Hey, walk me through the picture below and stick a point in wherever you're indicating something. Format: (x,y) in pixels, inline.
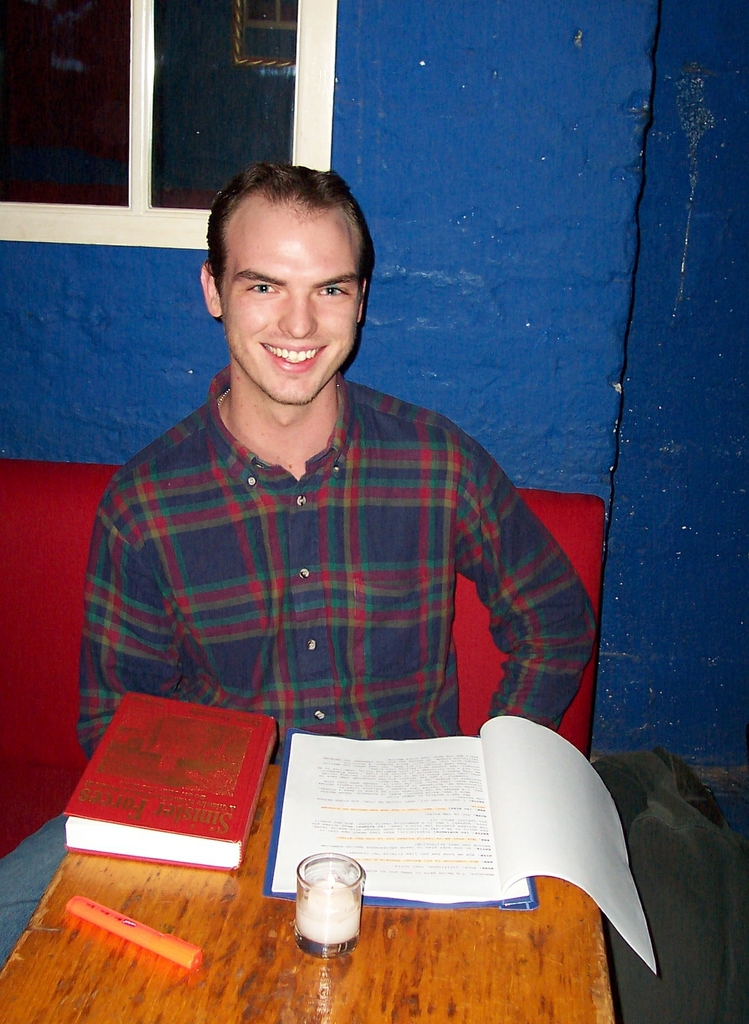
Here the guy (104,566) is sitting on a bench (21,725) with a table (68,988) in front of him which consists of books (169,818) and a glass (346,878), behind him there is window (277,87).
